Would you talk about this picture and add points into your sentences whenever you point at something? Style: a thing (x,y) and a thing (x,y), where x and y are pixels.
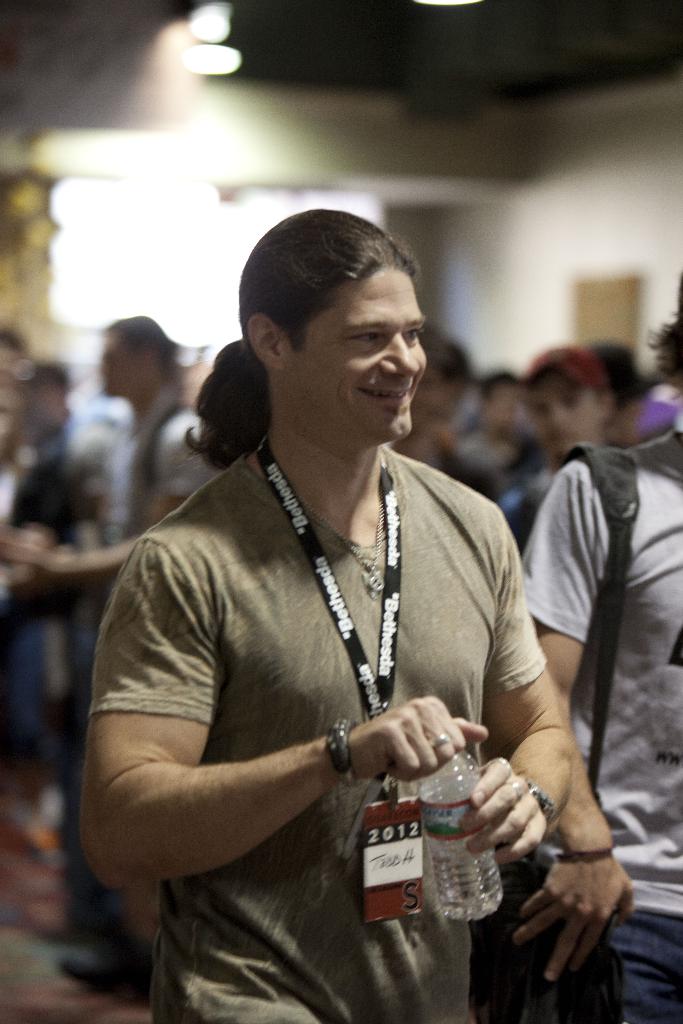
In this image I can see some people (425,461). At the top (205,32) I can see the light (198,28).
